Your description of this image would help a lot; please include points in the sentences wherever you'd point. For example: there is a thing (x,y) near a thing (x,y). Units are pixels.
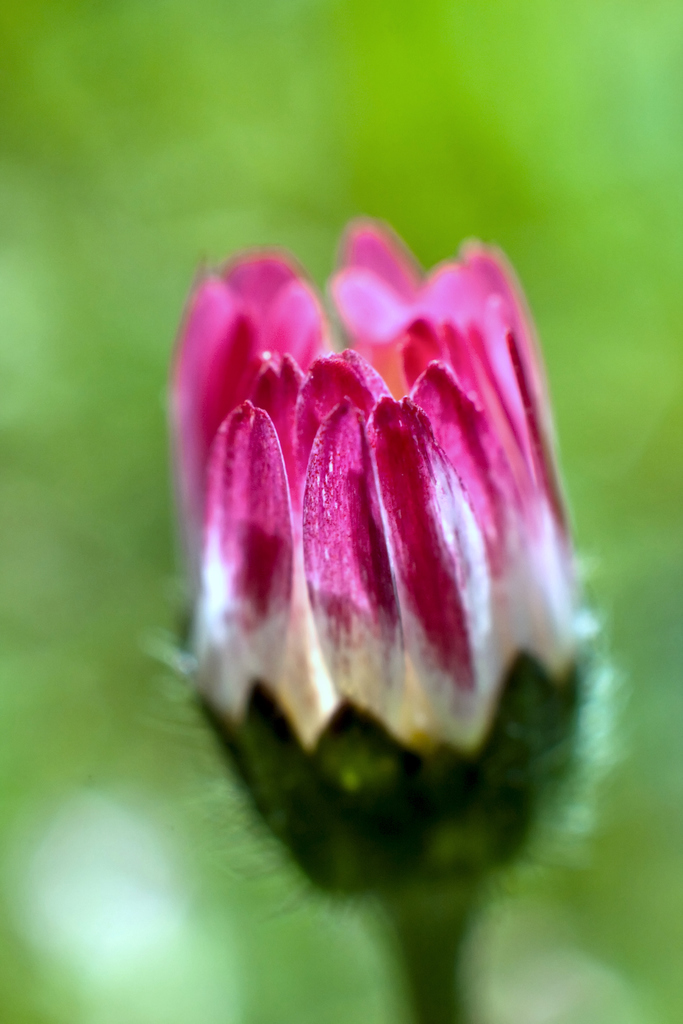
This is a zoomed in picture. In the foreground (402,388) we can see a pink and white color flower (471,667). The background of the image (200,94) is green in color and the background (639,11) is blurry.
